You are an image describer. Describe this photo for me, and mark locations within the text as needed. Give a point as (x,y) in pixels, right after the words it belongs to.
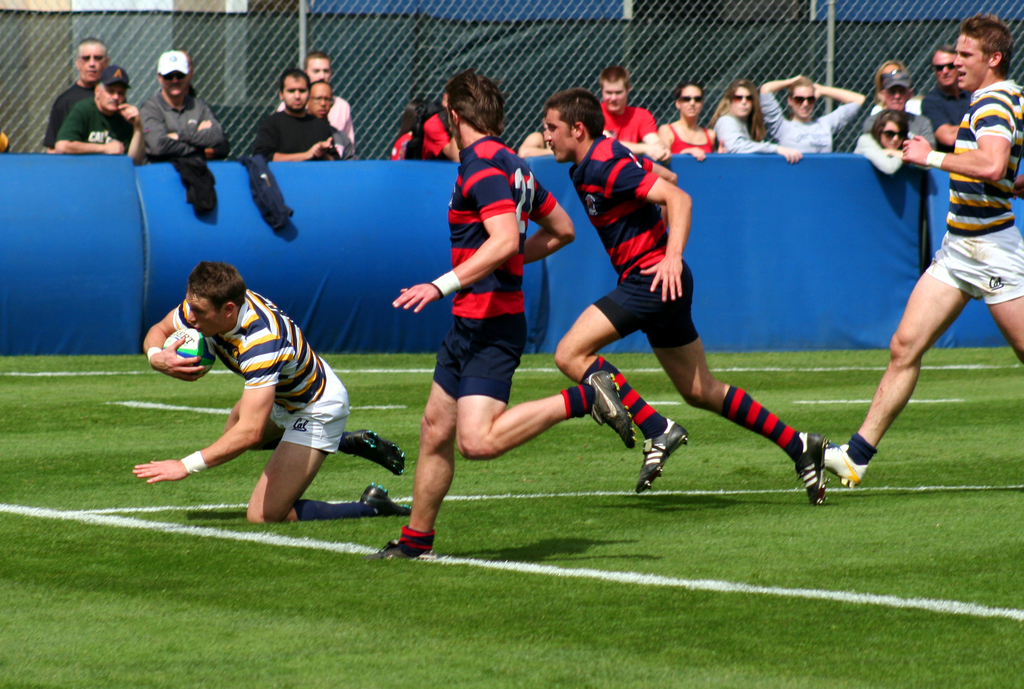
In this image I can see people (669,348) playing rugby game. At the background (279,123) there are some people (262,125) standing and watching the game. I can see a man (173,108) wearing white cap (173,71) and goggles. I can see a man (972,209) with yellow and blue striped T-Shirt (980,200) with white shorts (981,269) and running. Here is another man (225,353) holding the rugby ball (190,347) in his hand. I can see a woman (796,117) standing and watching the rugby ball game.
